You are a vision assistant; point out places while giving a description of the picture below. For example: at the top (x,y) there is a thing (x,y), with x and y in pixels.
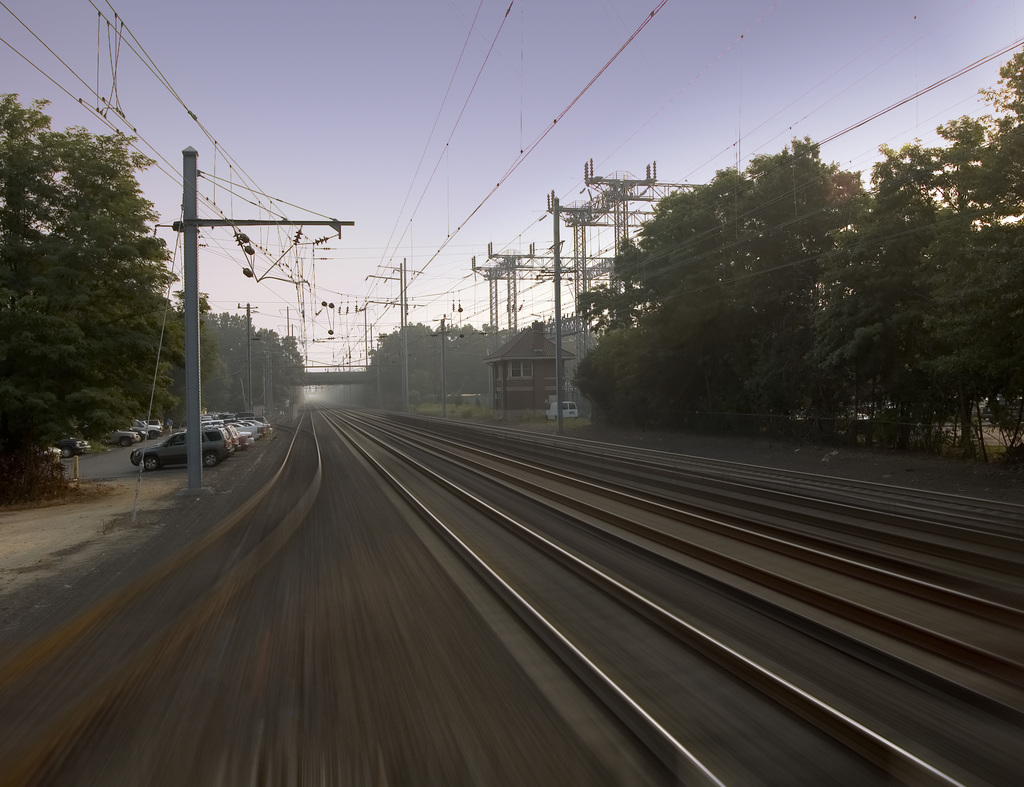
In this picture, there are train tracks (783,694) in the center (449,432). In both the sides, there are trees (638,277) and poles (386,279) with wires (246,201). Towards the left (148,449), there are vehicles (205,455). On the top (440,64), there is a sky (486,98).
